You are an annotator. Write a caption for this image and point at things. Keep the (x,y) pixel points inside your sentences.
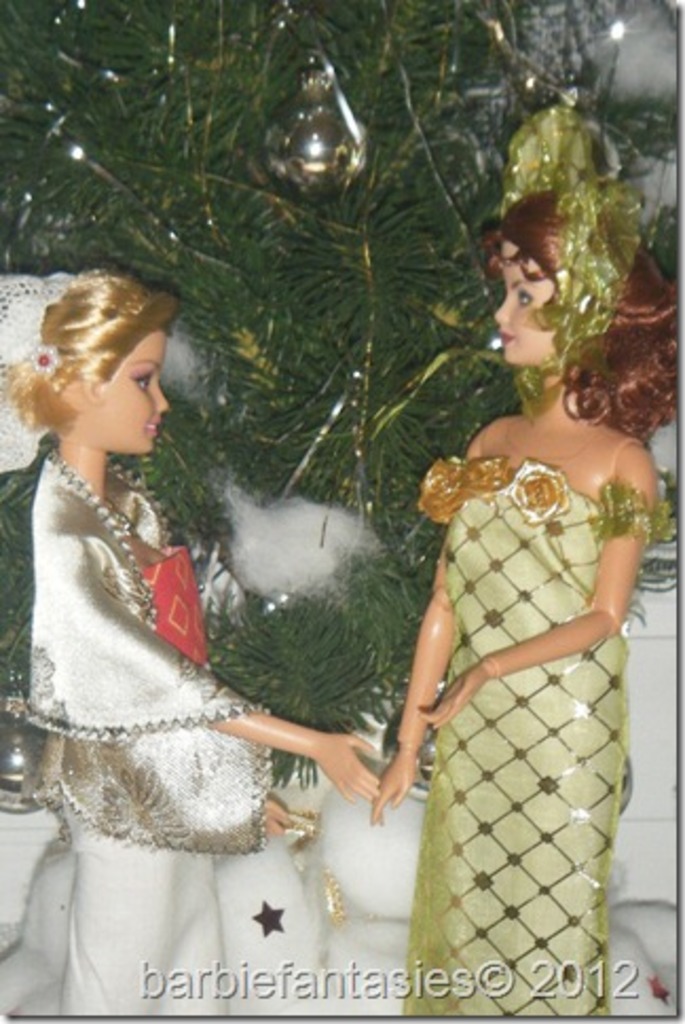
In this image I can see two dressed Barbie girls (308,729). In the background (315,397) few leaves (317,263) are visible. At the bottom of the image (308,983) I can see some text (392,981).
